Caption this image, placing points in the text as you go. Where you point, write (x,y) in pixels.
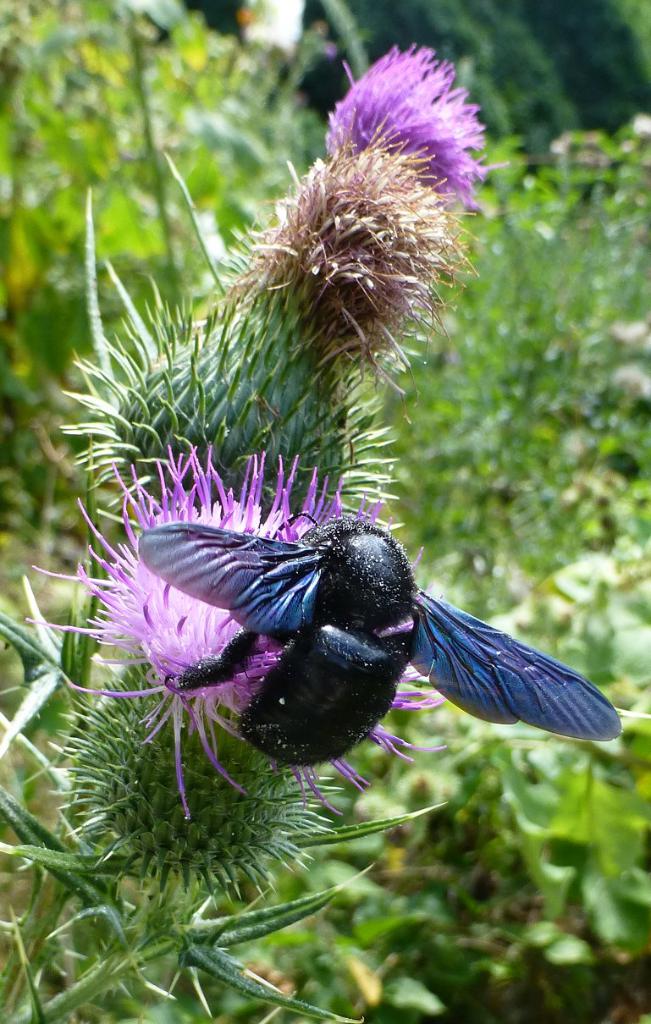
In the foreground of the picture (362,594) I can see an insect (422,605) on the spear thistle plant (294,317). In the background (149,97), I can see the plants (527,178).
